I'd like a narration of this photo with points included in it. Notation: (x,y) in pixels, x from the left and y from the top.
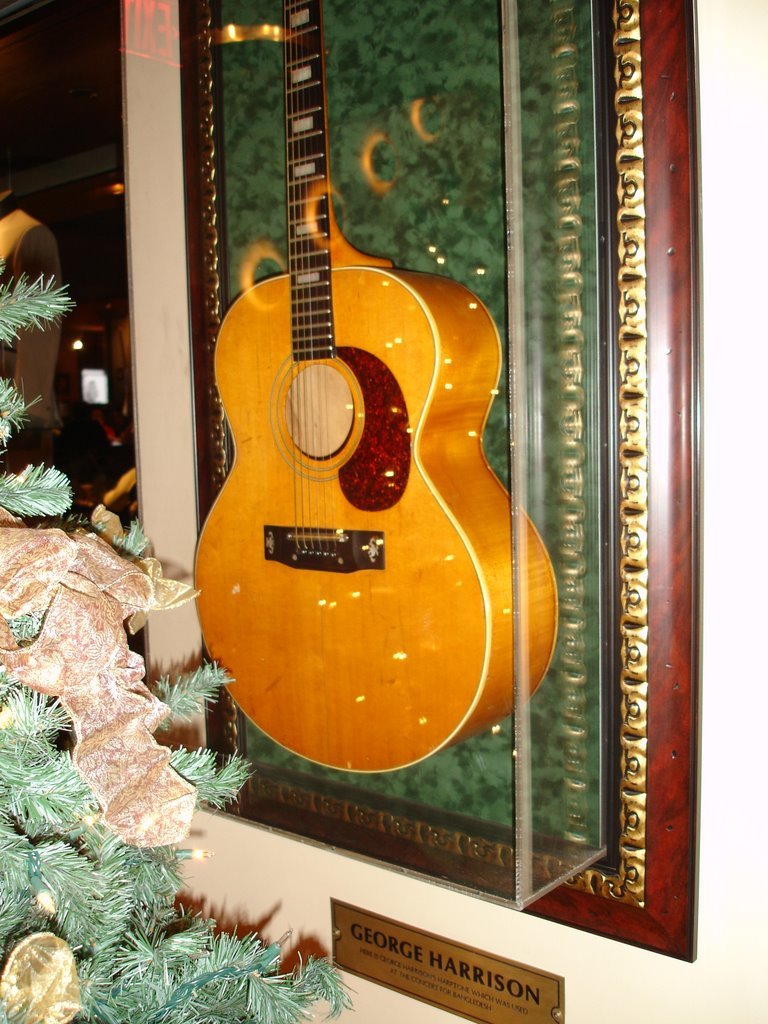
In this image i can see a guitar (432,469) at the left side (23,323) i can see a plant (20,309).
